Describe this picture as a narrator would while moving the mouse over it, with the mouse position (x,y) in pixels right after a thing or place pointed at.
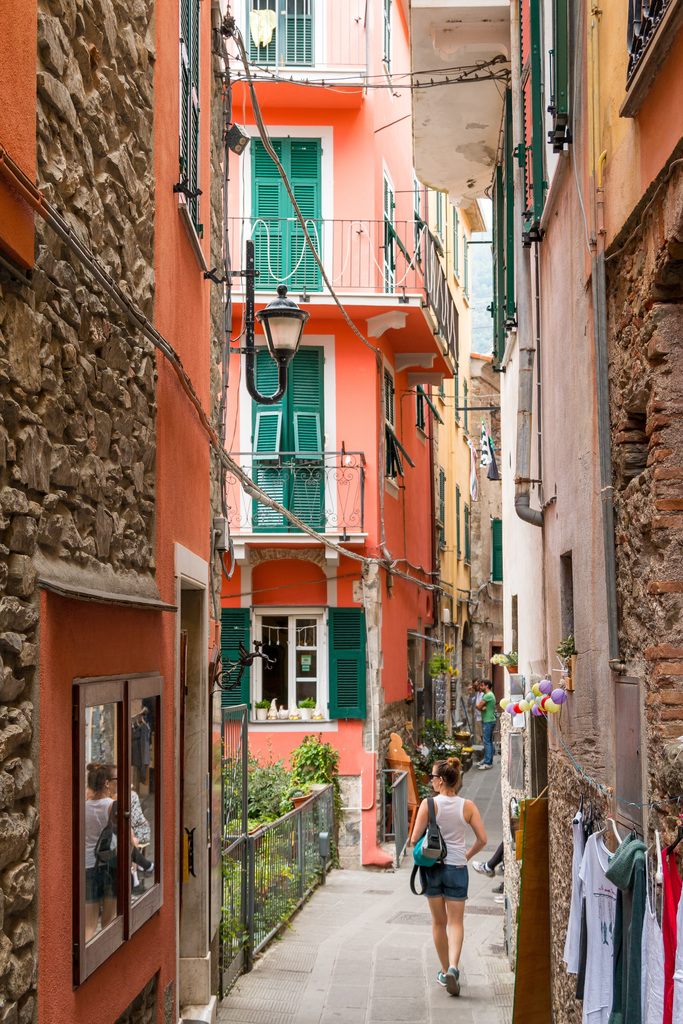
There is one woman (461,888) walking as holding a bag (424,843) at the bottom of this image (451,885). There are two more persons (475,701) standing on top of this person (455,782). There are some buildings (322,684) in the background (316,659). We can see there are some t shirts (603,909) at the bottom right corner of this image (614,913), and there is a mirror (110,796) at the bottom left side of this image (136,809).
